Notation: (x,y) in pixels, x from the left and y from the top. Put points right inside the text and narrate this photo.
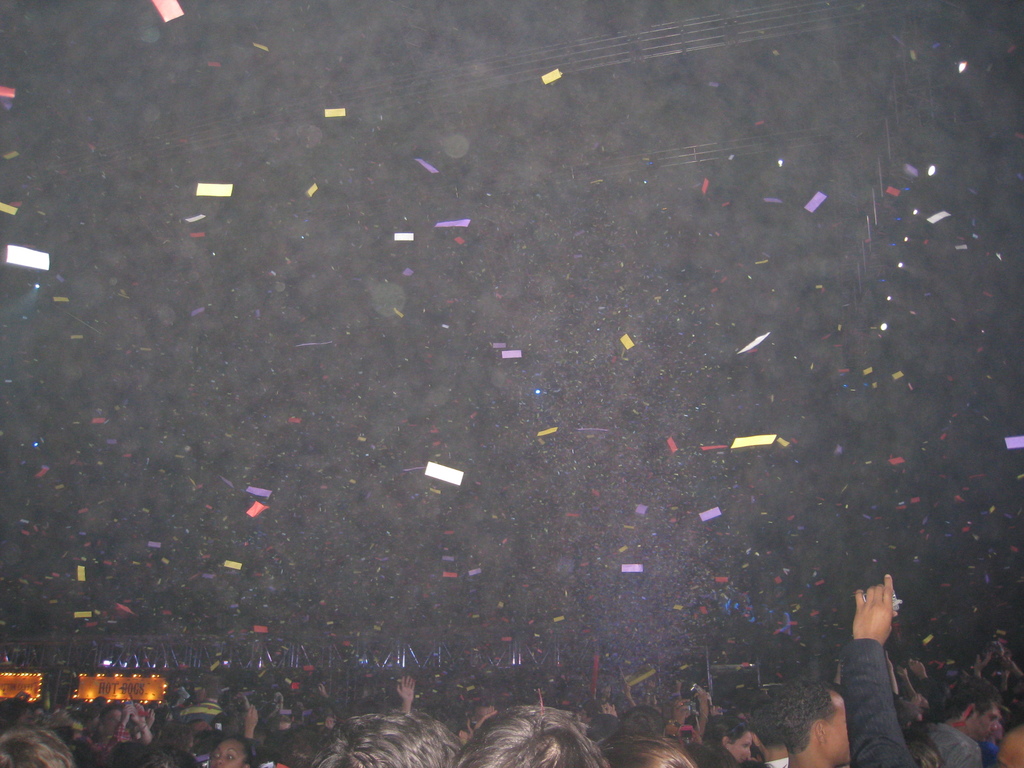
In the picture we can see public (87,730) and they are throwing color papers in the air (322,541), in the background (154,688) far away we can see a hoarding (110,673) on the stage (130,650) with lights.
